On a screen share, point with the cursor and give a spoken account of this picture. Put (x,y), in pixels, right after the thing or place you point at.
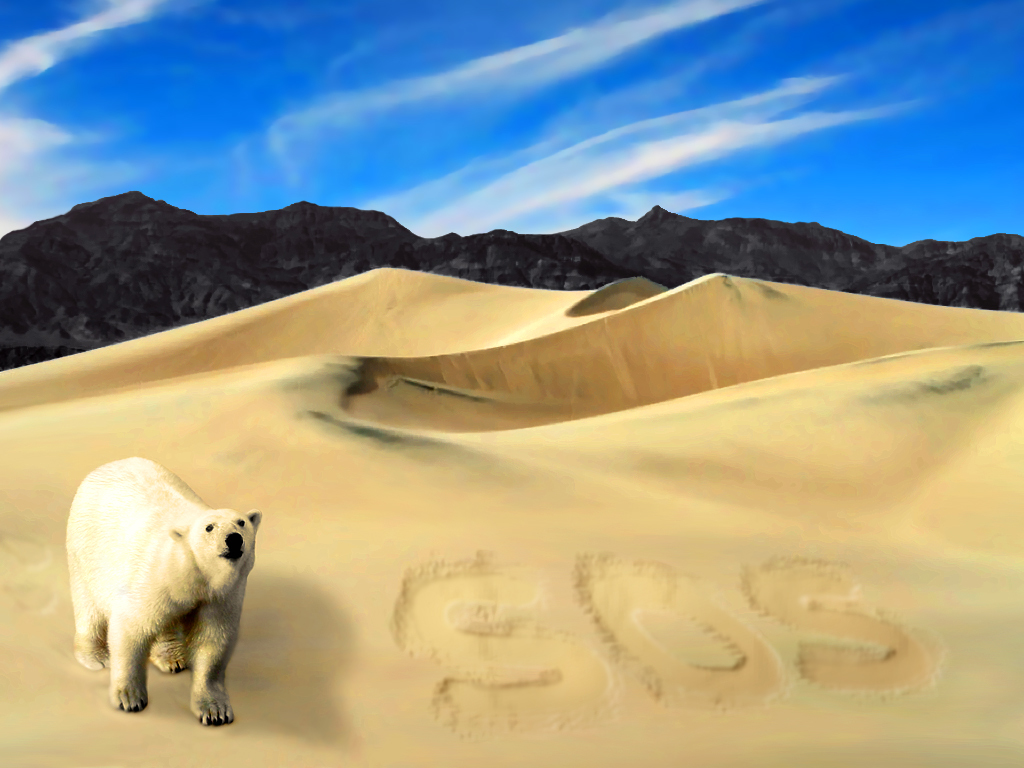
In this picture we can observe a white color polar bear (137,601) standing in the desert (369,614). In the background (213,286) we can observe black color hills (477,239) and a sky (350,157) with clouds (531,187).
